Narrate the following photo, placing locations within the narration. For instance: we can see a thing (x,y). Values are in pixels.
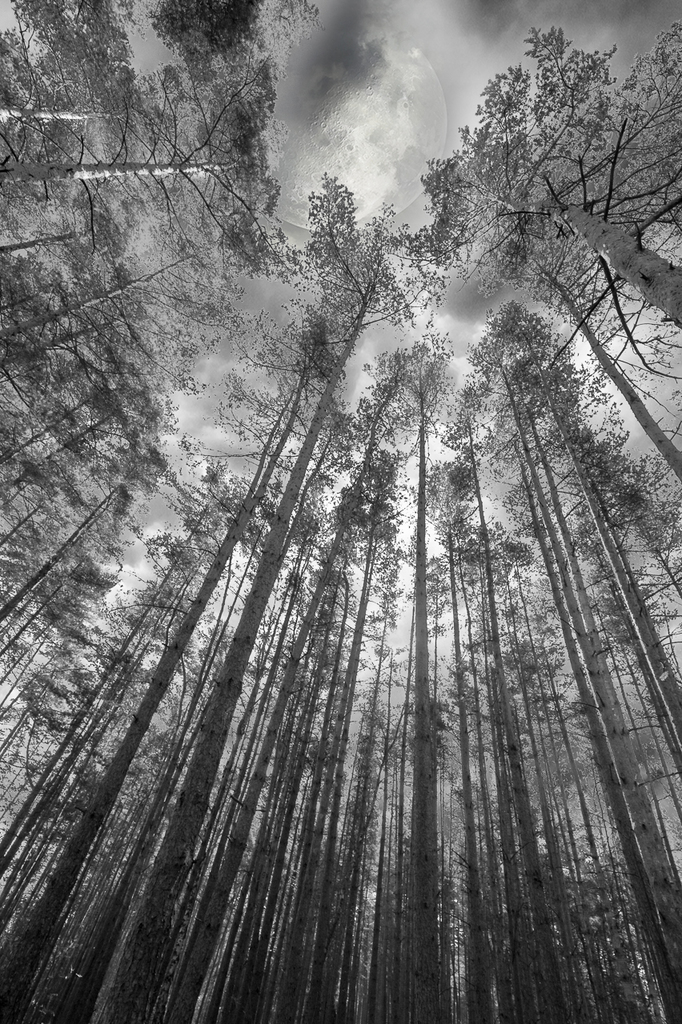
In this picture I can see trees (274,129), and in the background (400,45) there is sky (417,211).
